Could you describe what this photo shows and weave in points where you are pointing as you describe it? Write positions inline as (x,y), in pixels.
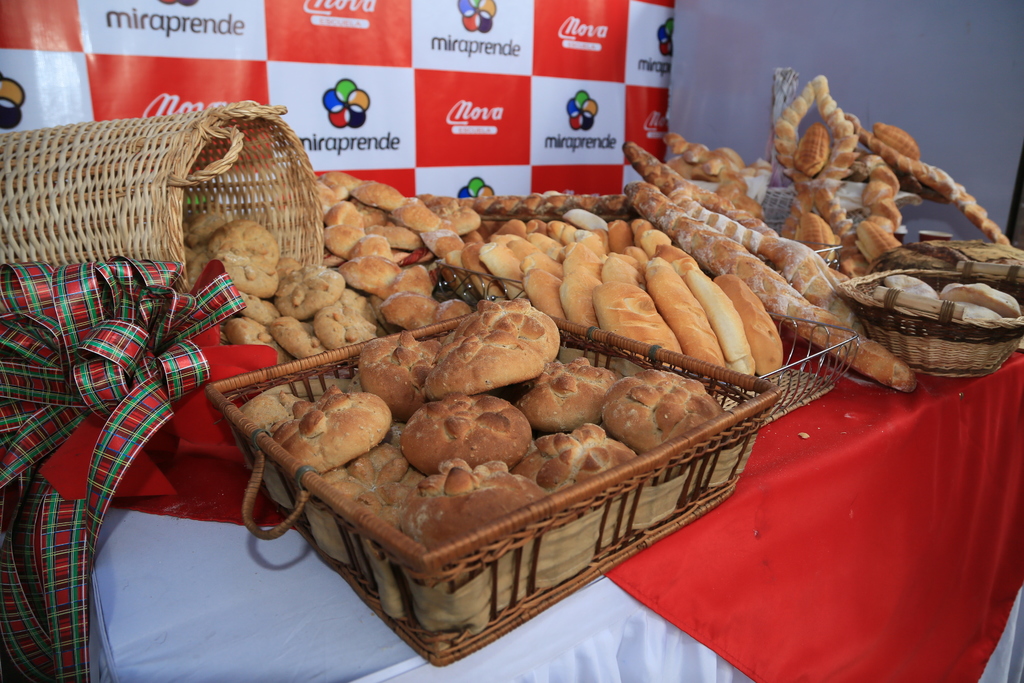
In the foreground of the picture (353,256) there is a table (197,580), on the table (197,596) there are food items (369,282), baskets (391,342), cloth (252,347) and other objects (113,352). In the background (268,21) we can see banner (600,57) and other objects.
